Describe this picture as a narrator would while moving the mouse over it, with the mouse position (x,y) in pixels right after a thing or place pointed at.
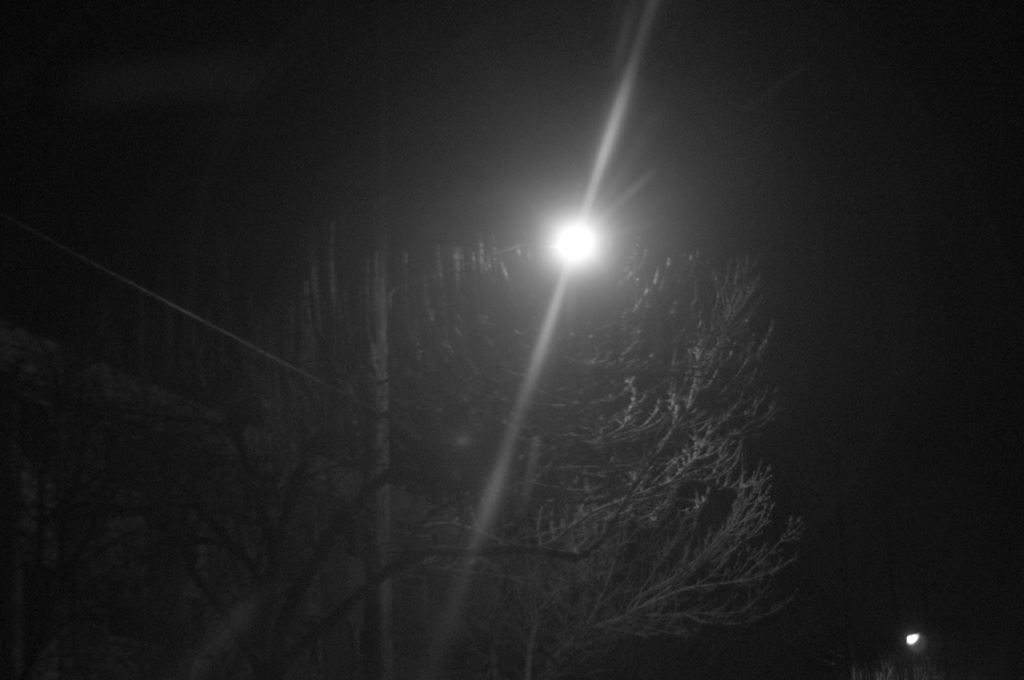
This image is taken during the night time. In this image we can see the trees (569,358) and also lights (580,250).
